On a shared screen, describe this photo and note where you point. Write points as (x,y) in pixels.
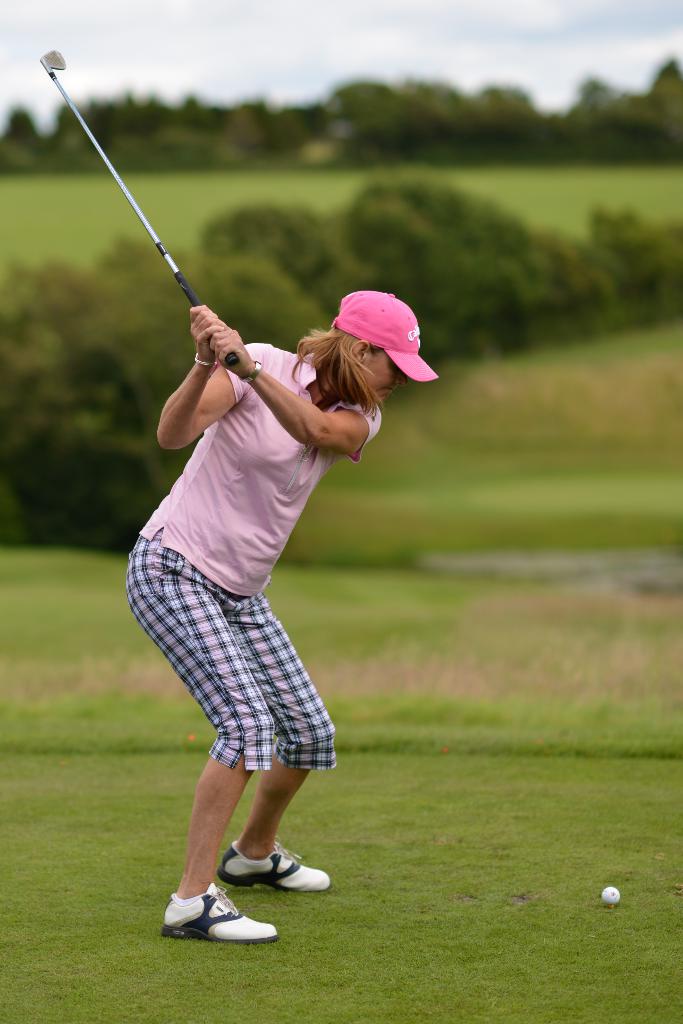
In this picture I can see there is a woman (241,872) standing here and she is holding a golf club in her hand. There are trees (74,324) and the sky (180,55) is cloudy.
